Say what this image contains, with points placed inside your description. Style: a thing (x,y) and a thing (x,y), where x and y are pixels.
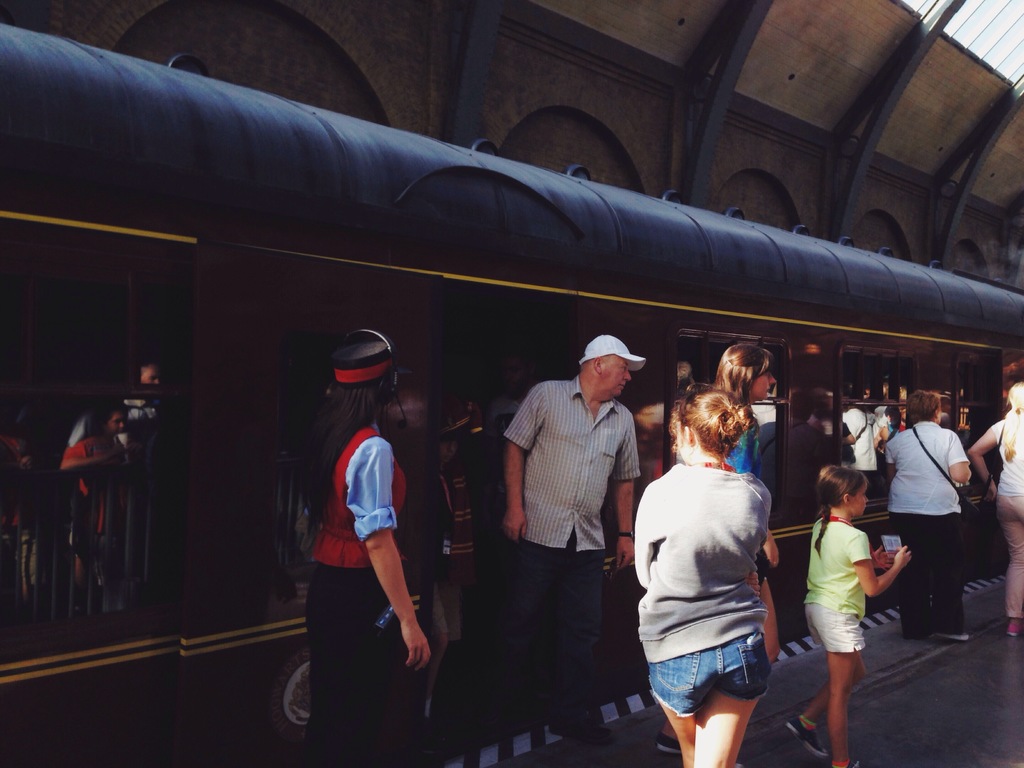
In this image there is a train (441,280) in the middle (441,280). At the top (708,125) there is a roof (712,68). At the bottom (742,657) there are few people (758,582) standing on the platform (944,660).
